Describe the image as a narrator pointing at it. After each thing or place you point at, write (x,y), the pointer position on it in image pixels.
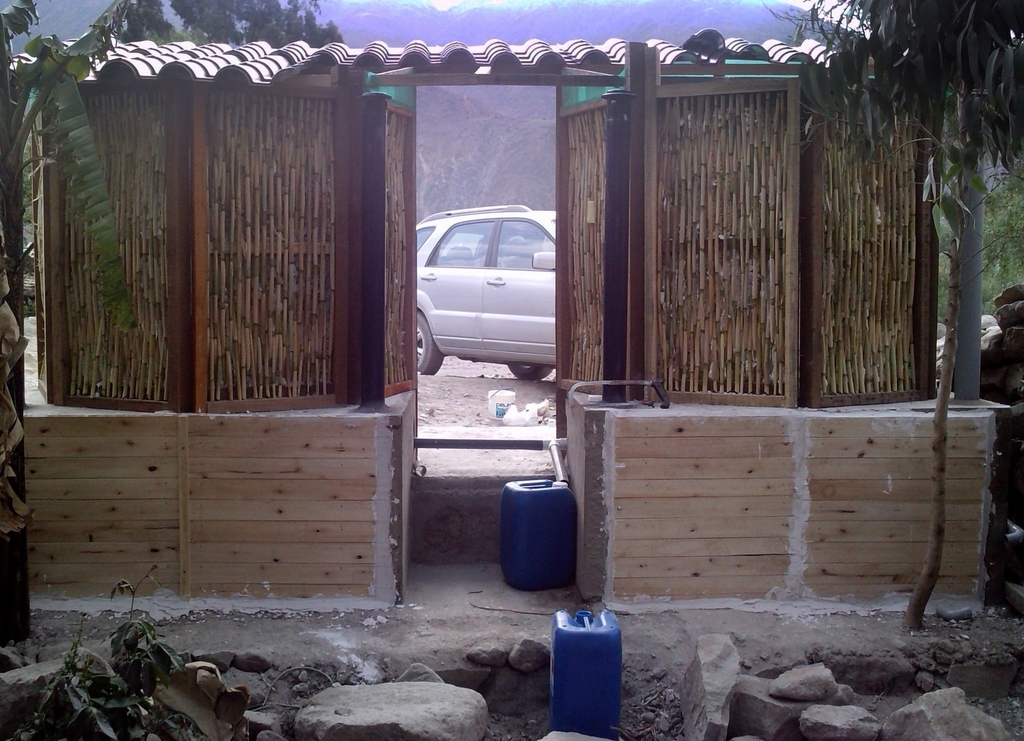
In this picture I can observe a car (440,318) in the middle of the picture (454,260). I can observe two drums (551,542). In the bottom of the picture (347,698) there are some stones (383,691). In the background (473,173) I can observe hills (495,32) and trees (901,42).
